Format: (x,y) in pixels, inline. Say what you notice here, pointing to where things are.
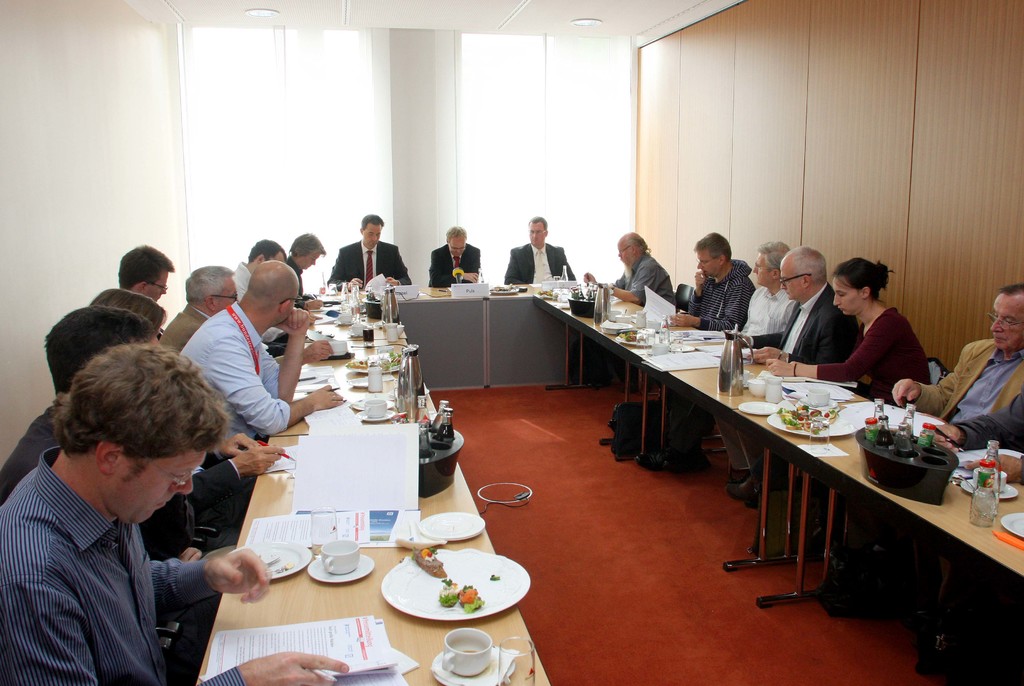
In this image there are group of people (204,484) sitting on the chair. On the table (300,611) cup (342,564), saucer (322,575), plate (409,569), food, papers (335,639) and the bottle (404,389).
